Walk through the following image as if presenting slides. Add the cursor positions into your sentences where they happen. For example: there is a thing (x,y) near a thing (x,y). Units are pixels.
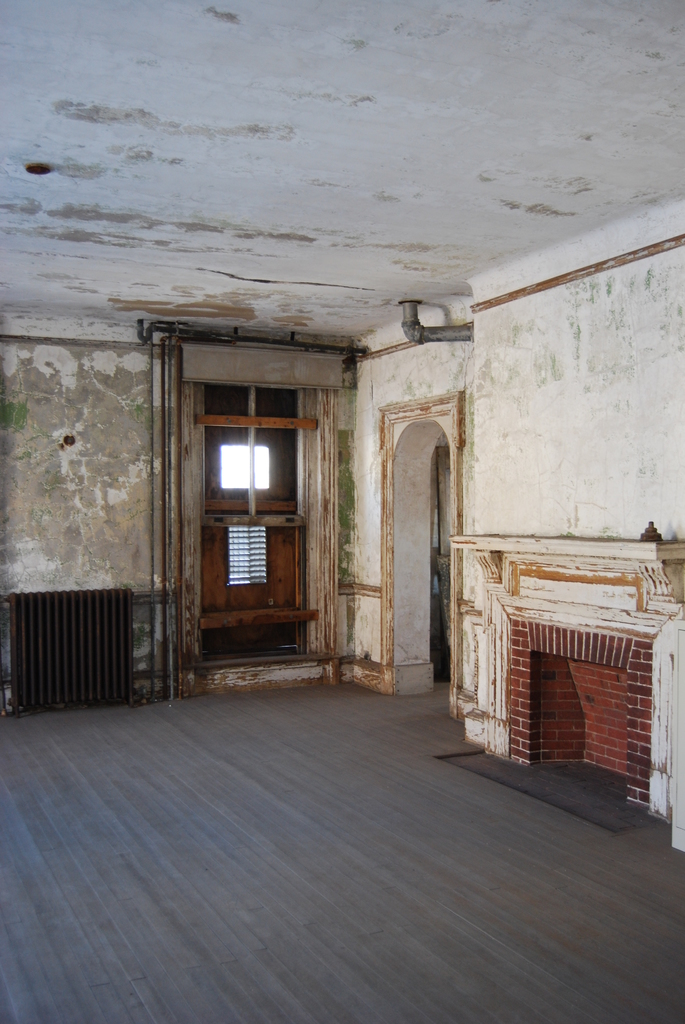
In this picture there is interior of a building (303,621) and there is a door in the background (276,528) and there is a fire place (590,693) in the right corner (578,716).
